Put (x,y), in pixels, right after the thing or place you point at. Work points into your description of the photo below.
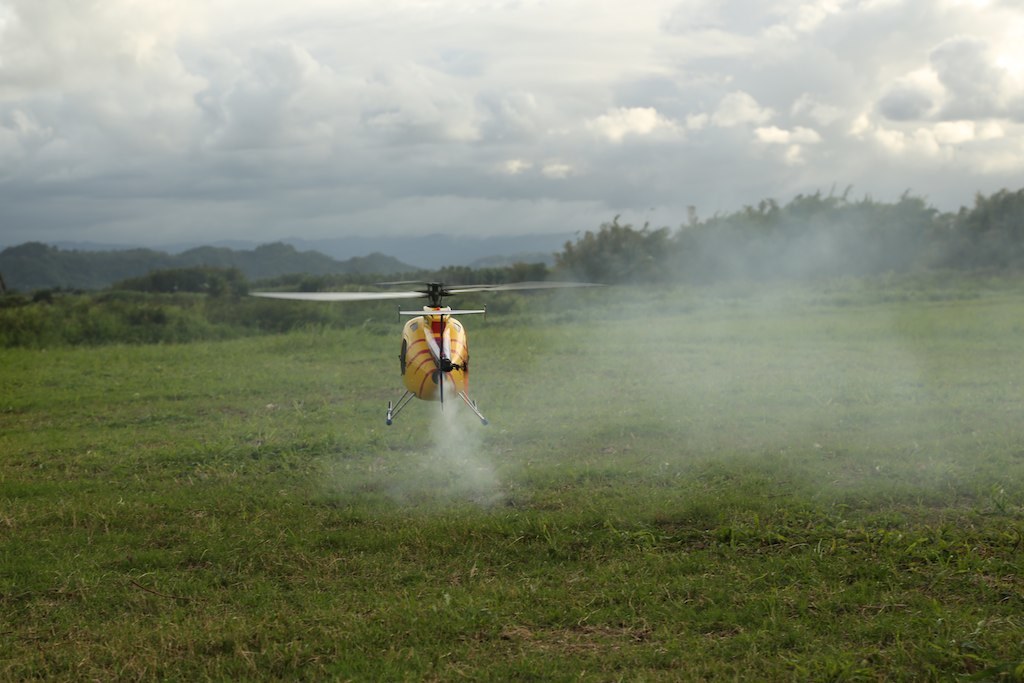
There is a helicopter (459,362) moving from the ground (364,365) and around that helicopter (424,354) there is a lot of grass (91,447) and trees (729,259).
